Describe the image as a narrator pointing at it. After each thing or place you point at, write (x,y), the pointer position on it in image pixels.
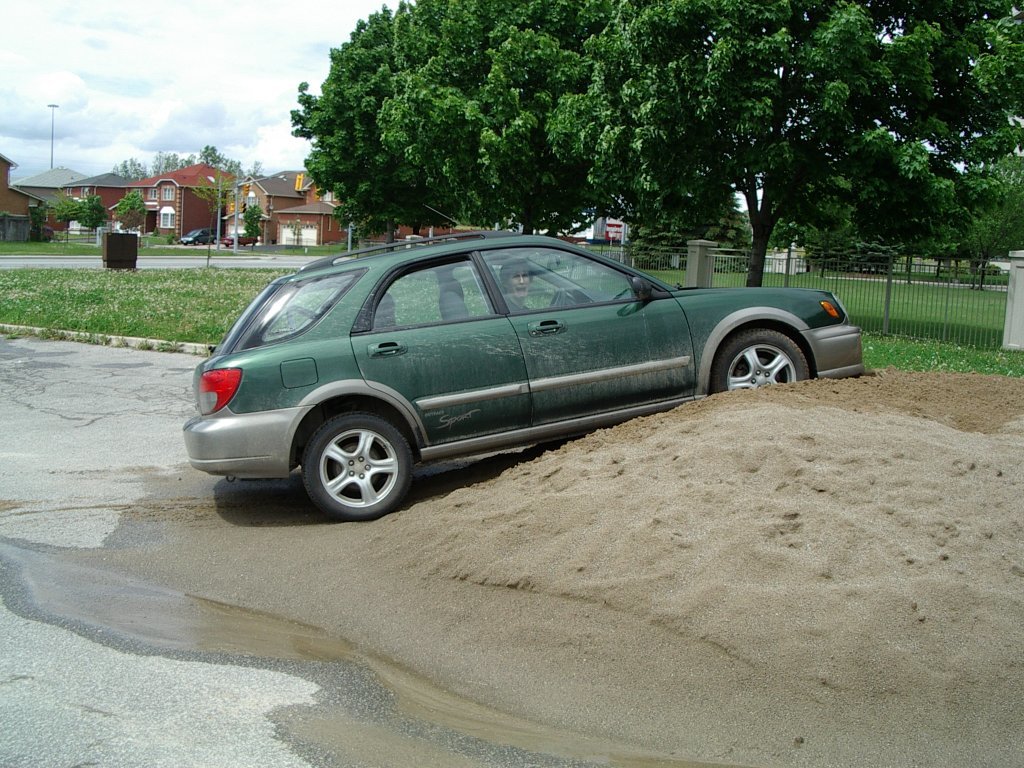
In the center of the image (620,412) we can see a car (517,324) and there is a person (522,295) sitting in the car (587,383). At the bottom (502,651) there is sand (630,630). In the background (751,282) there are trees (685,48), buildings (190,219), poles (219,188) and sky (249,127). We can see a fence (766,285).
